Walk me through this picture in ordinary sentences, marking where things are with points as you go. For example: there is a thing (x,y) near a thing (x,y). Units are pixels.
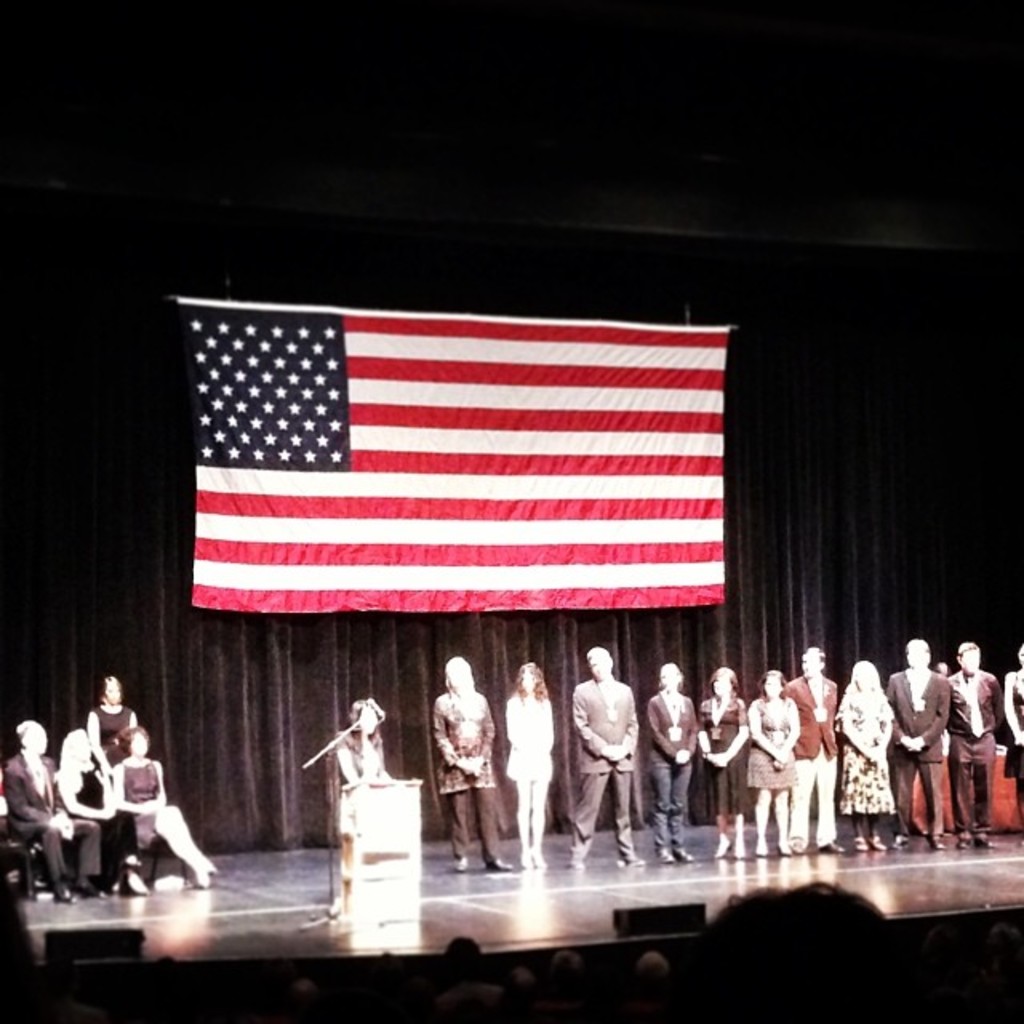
In this picture, I can see numerous people (901,702) and also i can see a flag (706,334) behind the flag (674,572) i can see brown color cloth (261,621), There are few people (98,812) who are sitting in chairs (18,850) and there is a women (360,760), Who is speaking and they are other people (966,778) towards right (985,774) who are standing on stage (734,865).
